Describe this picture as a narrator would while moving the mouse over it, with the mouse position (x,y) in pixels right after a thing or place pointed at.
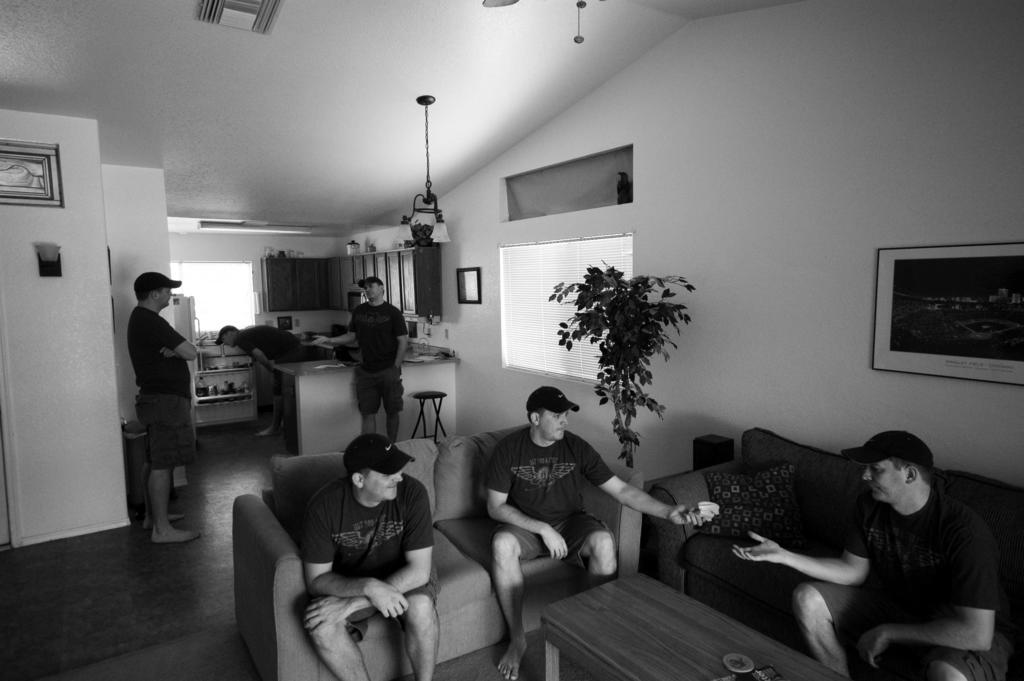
In this image I can see three people (499,551) are sitting on the couch (546,574) and three people (288,348) are standing at the counter top (327,363). And there is a plant (657,310) beside of these people (526,504). In the back ground (338,264) there are cupboards (407,266) and the frames (926,260) attached to the wall (645,192).
